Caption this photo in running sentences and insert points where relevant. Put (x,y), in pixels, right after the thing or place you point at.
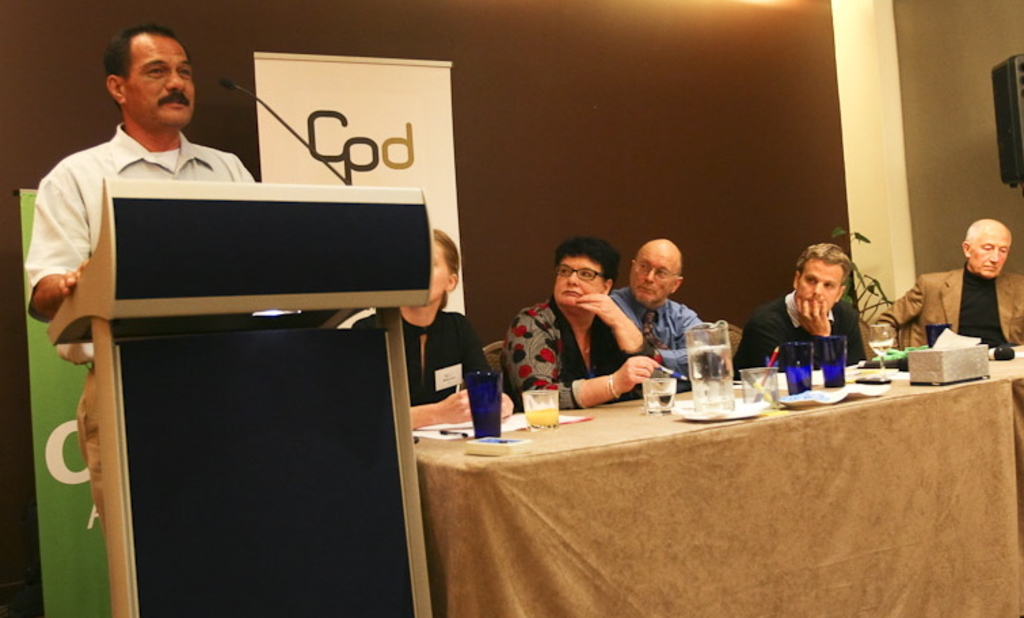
In this image there is a person (65,264) standing near the podium (105,268), a mike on the podium (235,274), group of people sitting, glasses (830,382), papers (872,374), jug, plate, tissues box (955,369) on the table (525,463), and in the background (412,49) there is a speaker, boards (415,103), wall (4,409).
